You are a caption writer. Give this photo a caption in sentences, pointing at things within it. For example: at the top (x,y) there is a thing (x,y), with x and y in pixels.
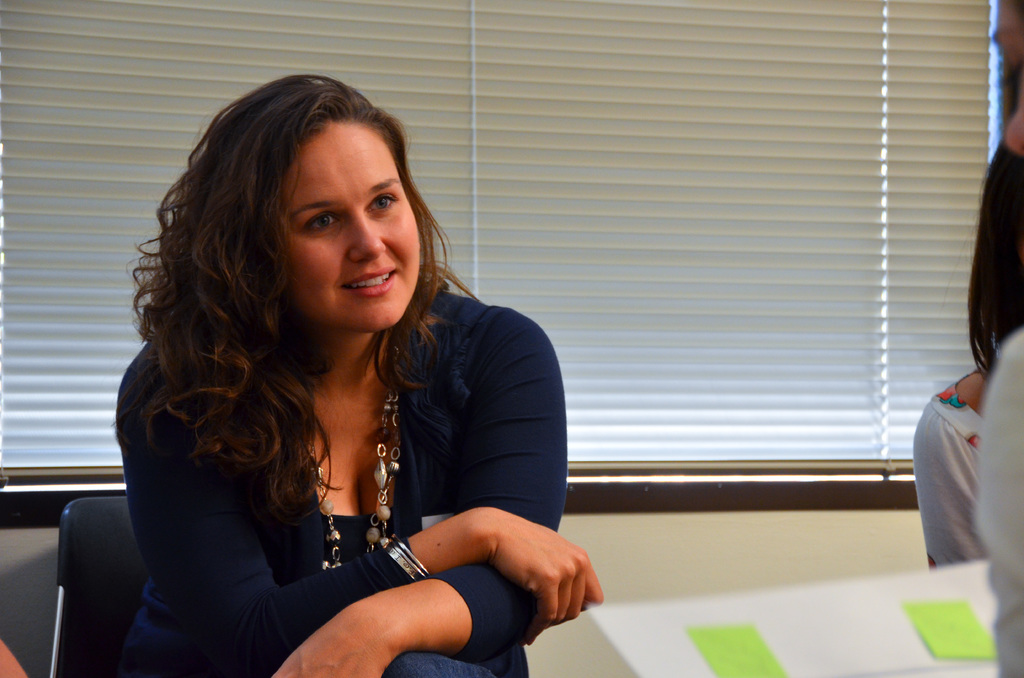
There is a woman (452,386) in navy blue color t-shirt (493,386) smiling and sitting on a chair (103,577). On the right side (946,504), there are other persons (937,451) near white color sheet (899,657). In the background (713,250), there is a window (777,36) having curtain (830,370) and there is wall (654,548).
